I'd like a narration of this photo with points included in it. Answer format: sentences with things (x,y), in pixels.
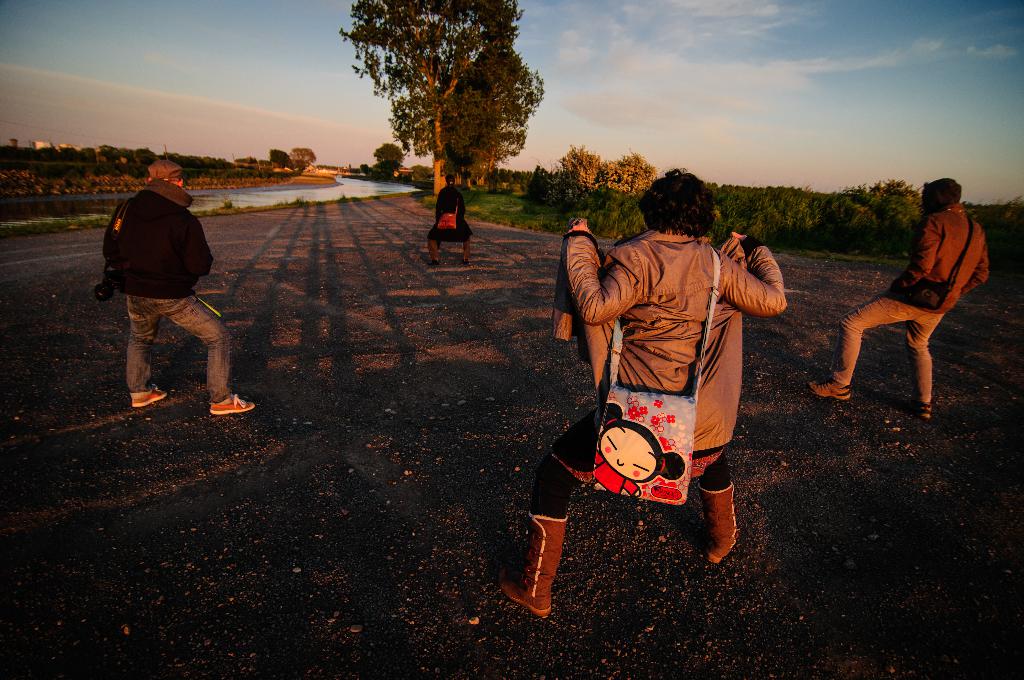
In this image, we can see four persons (622,281) wearing clothes (622,281) and dancing on the ground (797,433). There are some plants (598,194) on the right side of the image (858,207). There is a canal (50,212) on the left side of the image (216,200). There is a tree (411,60) and sky (241,67) at the top of the image (239,64).
